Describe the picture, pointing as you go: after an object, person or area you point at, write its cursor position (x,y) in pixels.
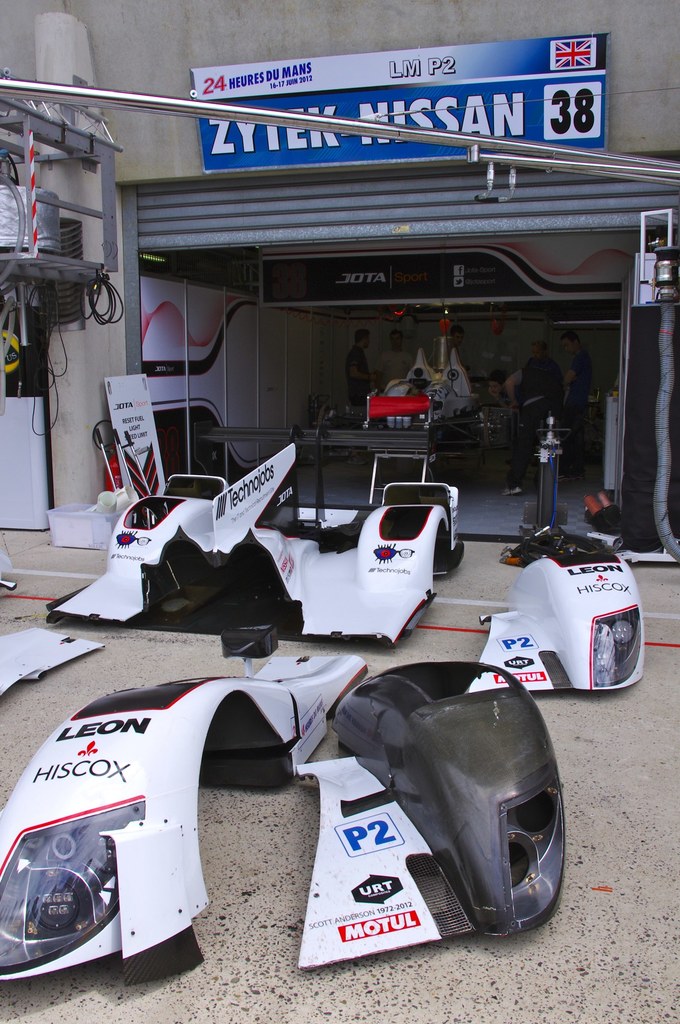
In this picture there are parts of the vehicle (444,530). At the back (234,226) there are group of people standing and there is an object (450,429) and there is a shutter (384,197) and there is a board (347,141) on the wall (440,162) and there is text (314,140) on the board (347,151) and there are wires (15,165) and rods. At the bottom (236,811) there is a box (109,517) and there is a board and there is a floor (80,558).
